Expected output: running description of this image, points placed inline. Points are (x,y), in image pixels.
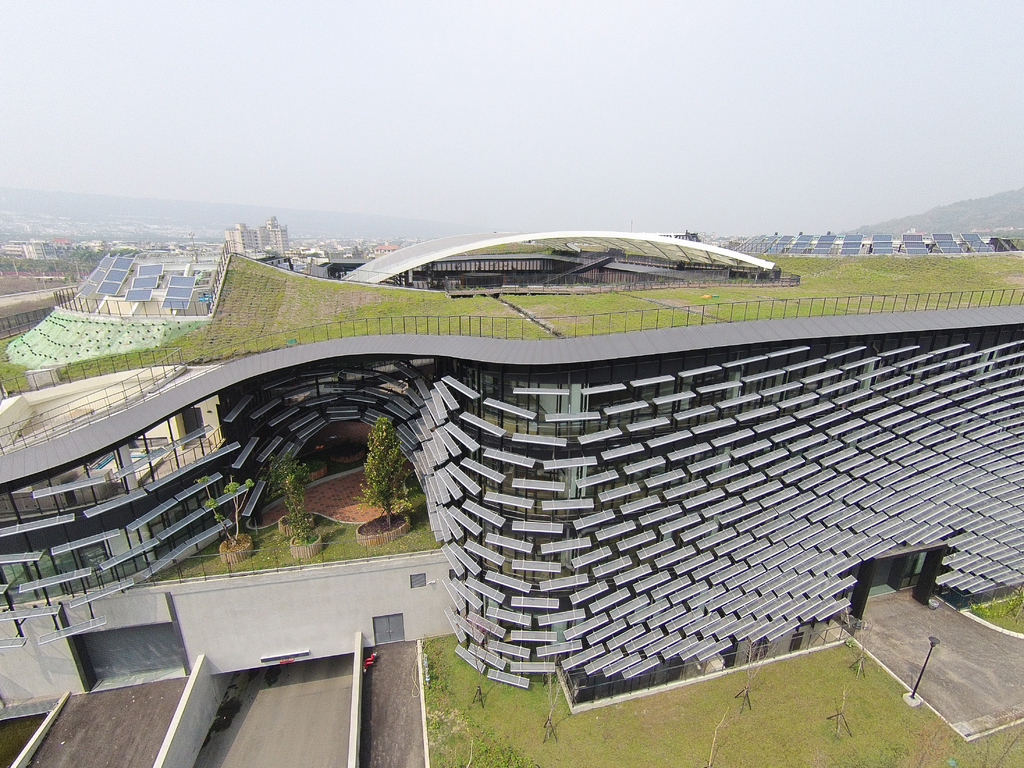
In this image we can see the buildings (606,248) with solar panels (185,294) and there are trees (377,452), grass (430,695), ground (282,683) and pole (924,665). At the top (518,197) we can see the sky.
